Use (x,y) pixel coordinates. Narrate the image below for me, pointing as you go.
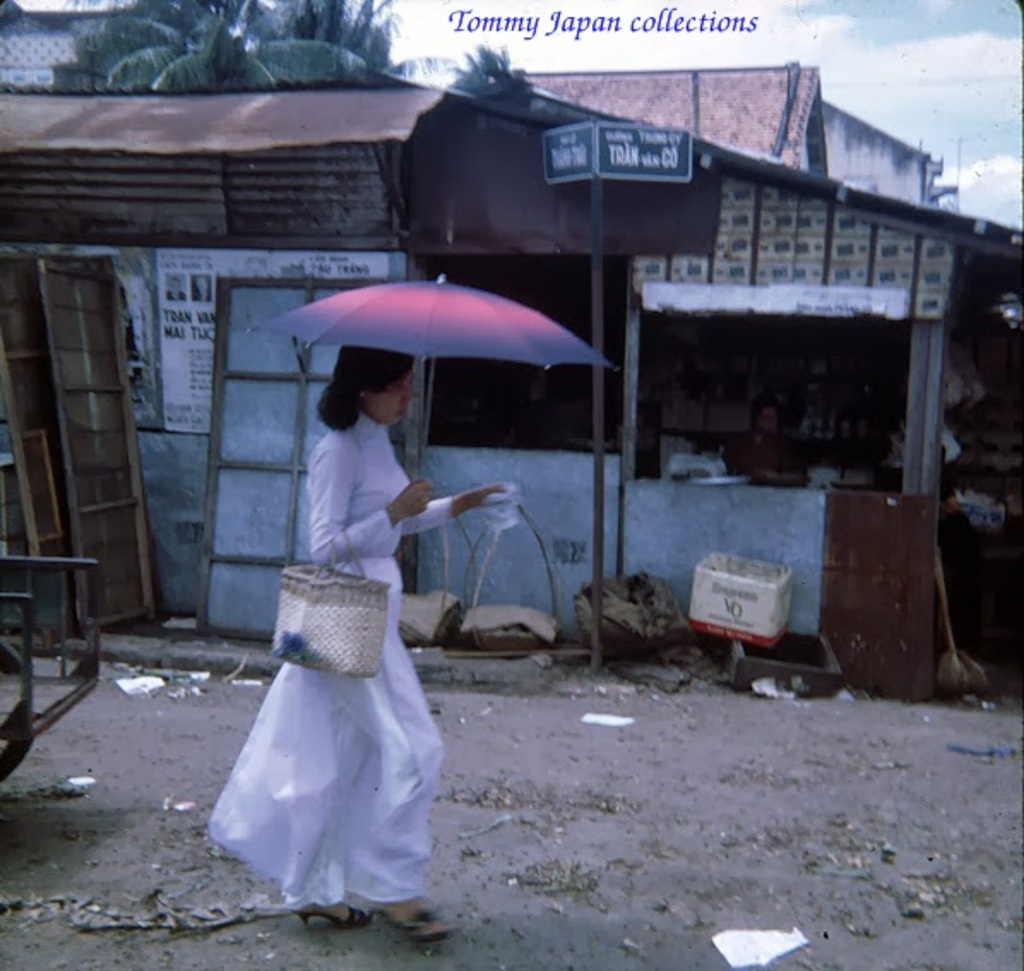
In this image there are buildings (462,240) and a stall (804,365), in front of the stall (556,517) there are a few objects (653,602) and some wooden structures (227,467) are placed on the surface (1005,902). On the left side of the image (12,595) there is a vehicle (11,746) and there is a woman (429,525) holding a bag (358,584) and an umbrella (433,348), she is walking on the road (874,917). In the background (177,52) there are trees (346,56) and the sky (952,87).
